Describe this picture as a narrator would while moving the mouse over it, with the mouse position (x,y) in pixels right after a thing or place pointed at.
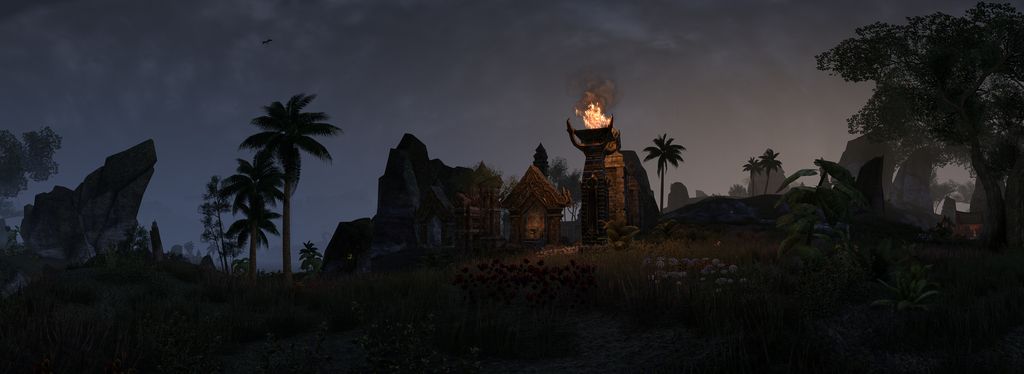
In this image we can see rocks (638,206), trees (658,157), flowers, plants (695,264), also we can see fire (595,108) on the pillar (595,182), there are sculptures (584,172), also we can see the sky (495,72).
